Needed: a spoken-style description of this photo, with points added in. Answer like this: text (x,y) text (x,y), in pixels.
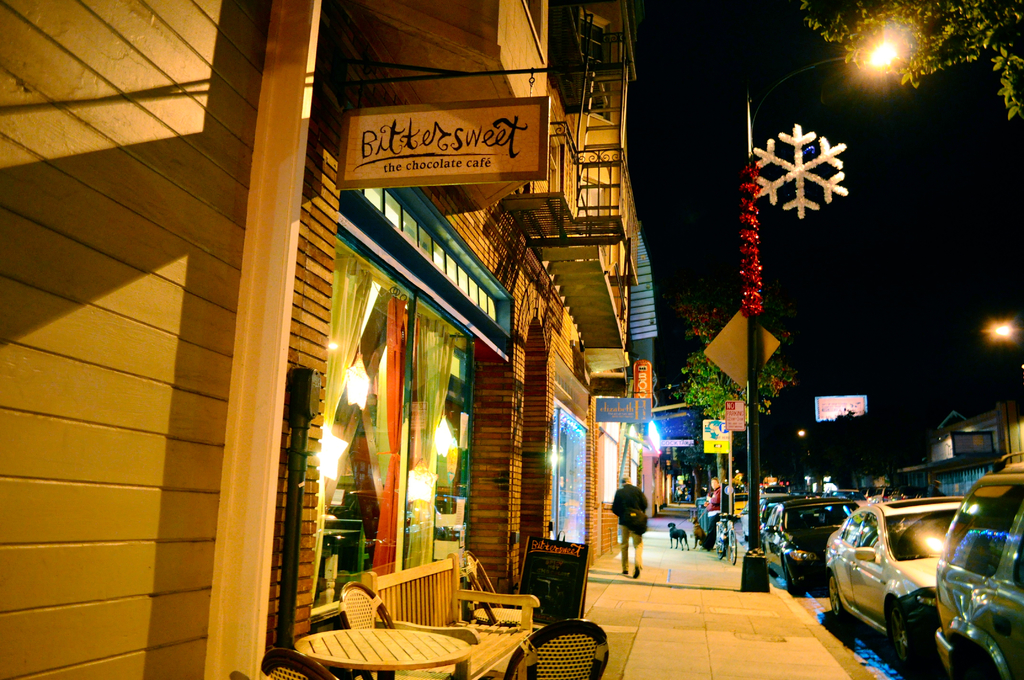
The picture is taken outside a street (591,587). There are shops (610,264). On the right side (840,520) there are cars (830,510). In the middle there is a street light (744,288). In the bottom (387,625) there are chairs (469,604) and tables (443,642). One person (624,497) is walking by. There are trees (715,389) in the background (690,433).
